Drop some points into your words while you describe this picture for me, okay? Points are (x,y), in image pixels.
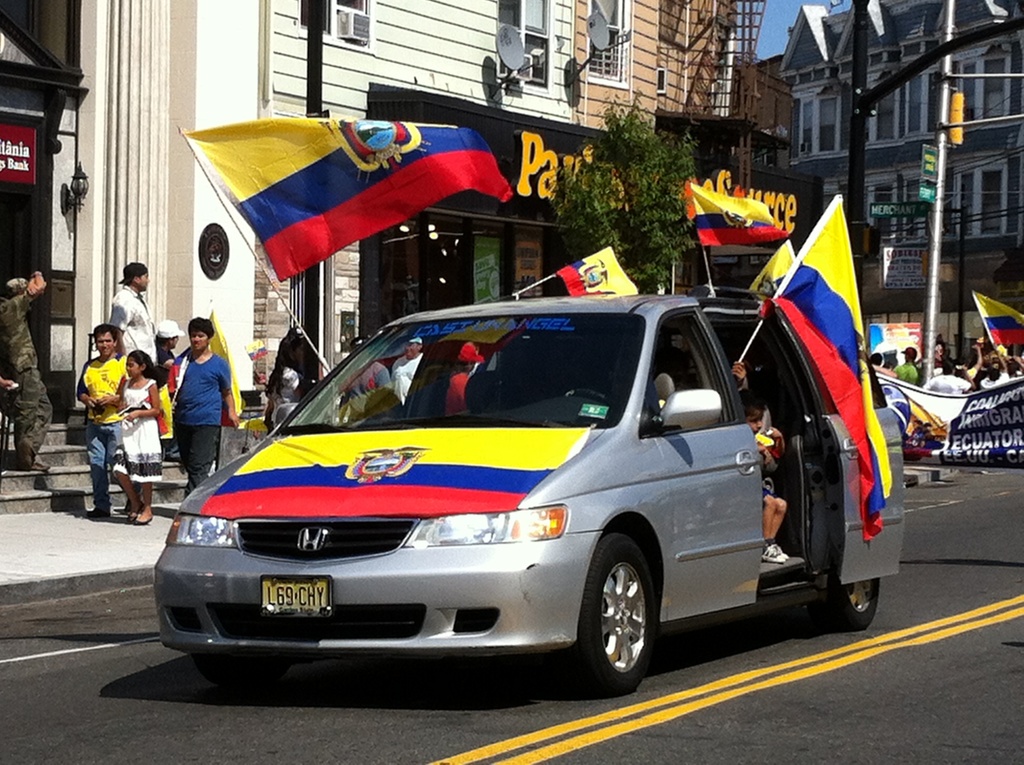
In this image in the center (543,402) there is one car (788,470), and in the car (785,461) there are some persons (775,428) and one person (737,377) is holding a flag (824,269). And in the background (907,287) there are a group of people (34,394), buildings (762,197), trees (678,171), poles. And on the right side (969,379) there are some people (946,371) who are holding some placards (971,429), at the bottom (910,583) there is road (889,594).
